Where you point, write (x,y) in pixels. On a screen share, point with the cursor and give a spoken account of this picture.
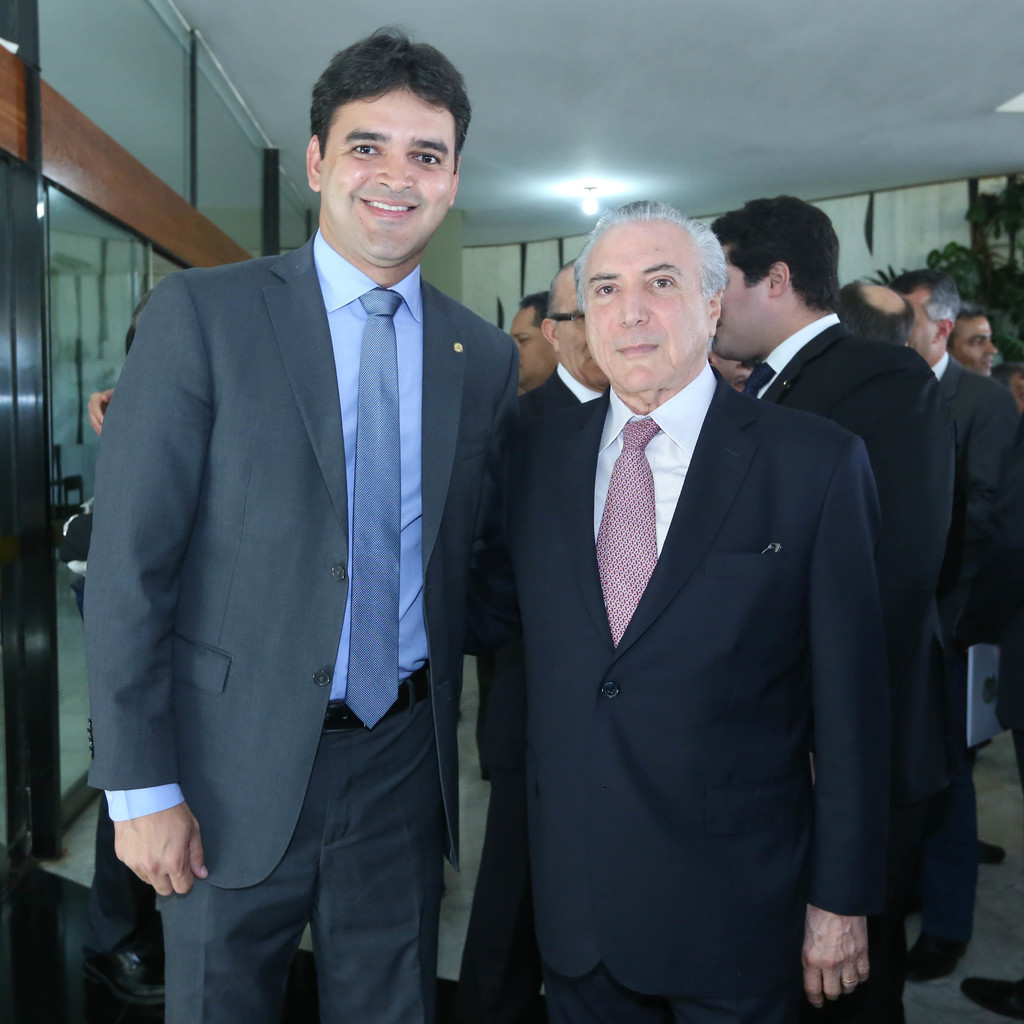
In the picture I can see two persons (490,456) are standing and smiling by looking at the front side (474,493).
